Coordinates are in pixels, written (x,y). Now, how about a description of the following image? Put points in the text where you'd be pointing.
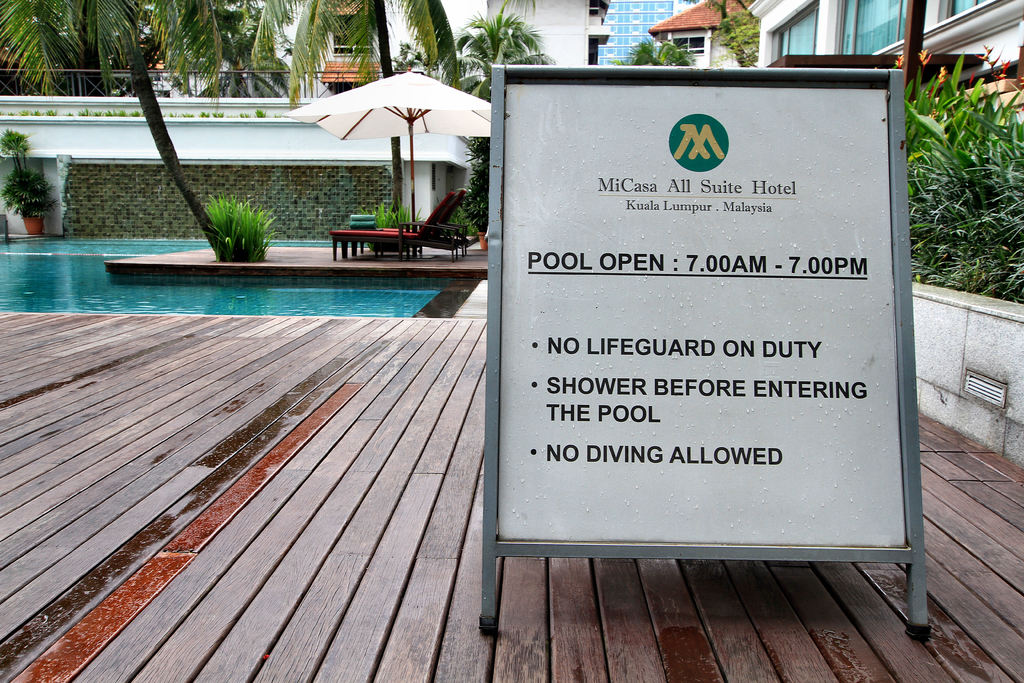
This picture is clicked outside. In the foreground (694,393) we can see the text (609,271) and numbers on the board (842,464) which is attached to the metal rods (617,544) and we can see the wooden planks (197,442), water body (98,258), potted plants (42,218) and we can see the chair (412,226) and an umbrella (401,108). In the background (689,24) we can see the buildings (609,16), trees (305,35), plants (988,178) and some other items (913,18).
